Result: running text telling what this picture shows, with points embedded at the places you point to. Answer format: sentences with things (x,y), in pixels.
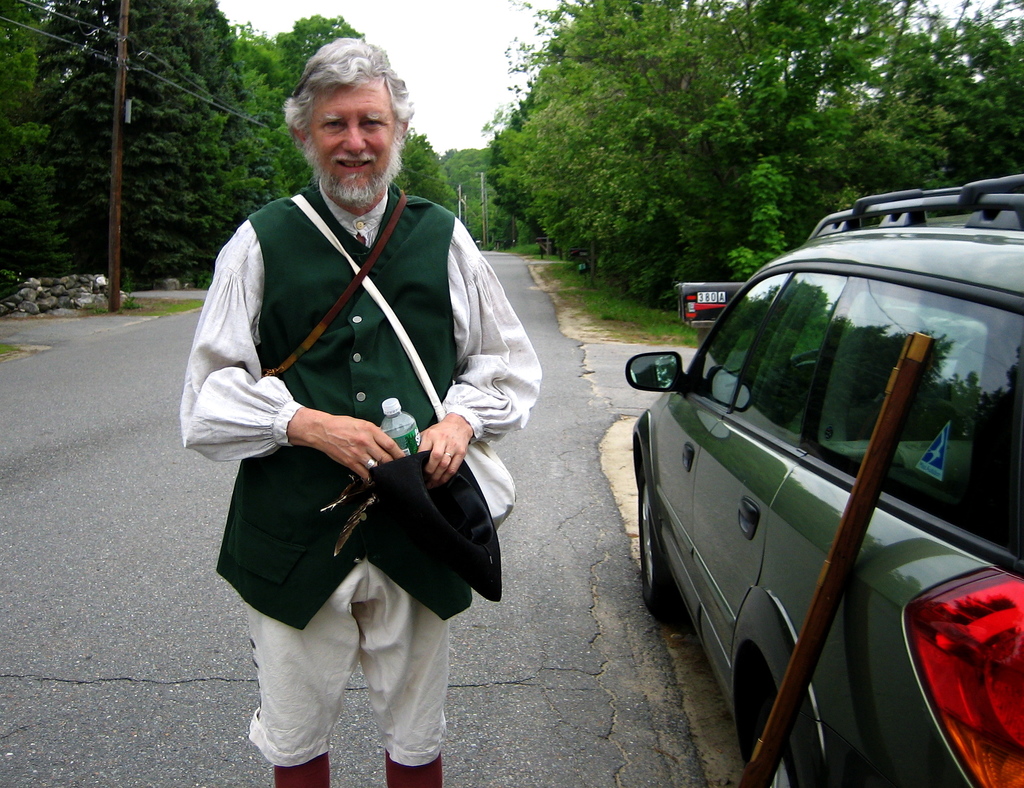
This picture is clicked outside the city. The old man (369,193) in white shirt (248,327) and green jacket (368,361) is holding a water bottle (408,438) in his hands (438,469). He is wearing a white bag (479,453). He is smiling. Beside him, we see a rod (887,413) and a car (867,537) is parked on the road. At the bottom of the picture (176,568), we see the road (92,552). On either side of the road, we see trees (103,170) and electric poles (126,38). On the left side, we see the stones (62,288). There are trees (553,136) and poles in the background (542,156).
